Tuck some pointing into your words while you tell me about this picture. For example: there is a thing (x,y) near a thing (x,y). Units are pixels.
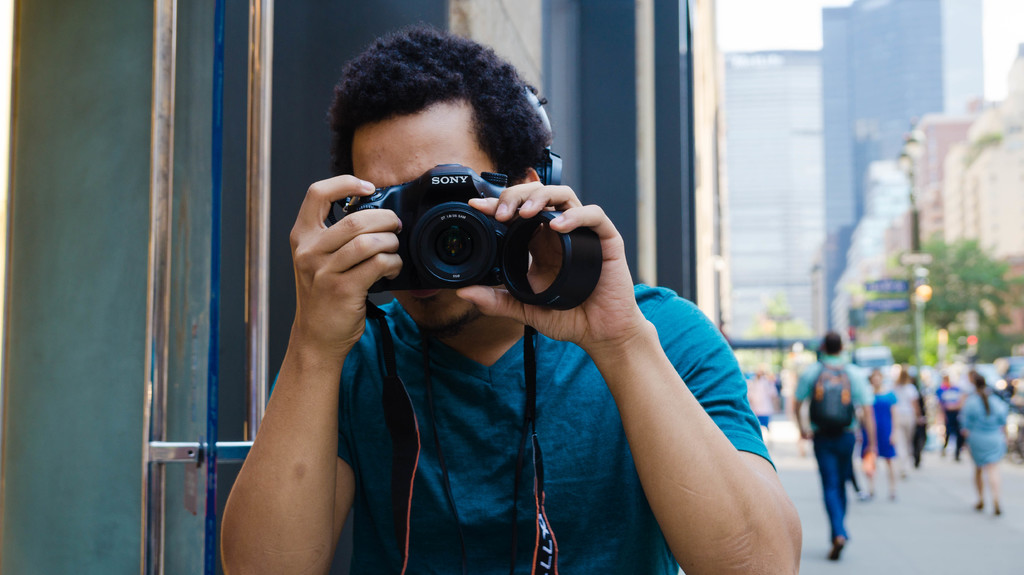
here the person (492,104) is holding a camera (398,208) and capturing an image, here we can see a buildings (841,219), here we can also see some persons (905,420) walking on the road (928,436), here we can see the trees (937,289).
